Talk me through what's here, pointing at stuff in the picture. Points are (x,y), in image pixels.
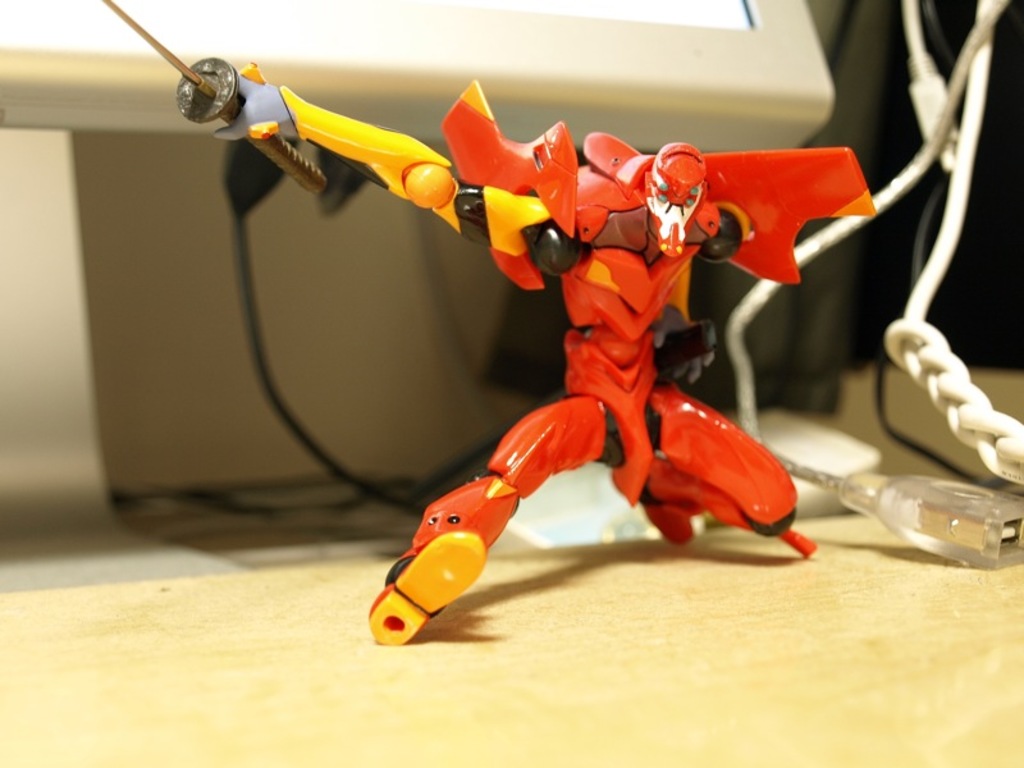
In this image, we can see a toy (561,404) on the wooden surface (564,670). Background (926,302) we can see wires (954,252) and stand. Top of the image (657,69), there is a monitor (665,83).
